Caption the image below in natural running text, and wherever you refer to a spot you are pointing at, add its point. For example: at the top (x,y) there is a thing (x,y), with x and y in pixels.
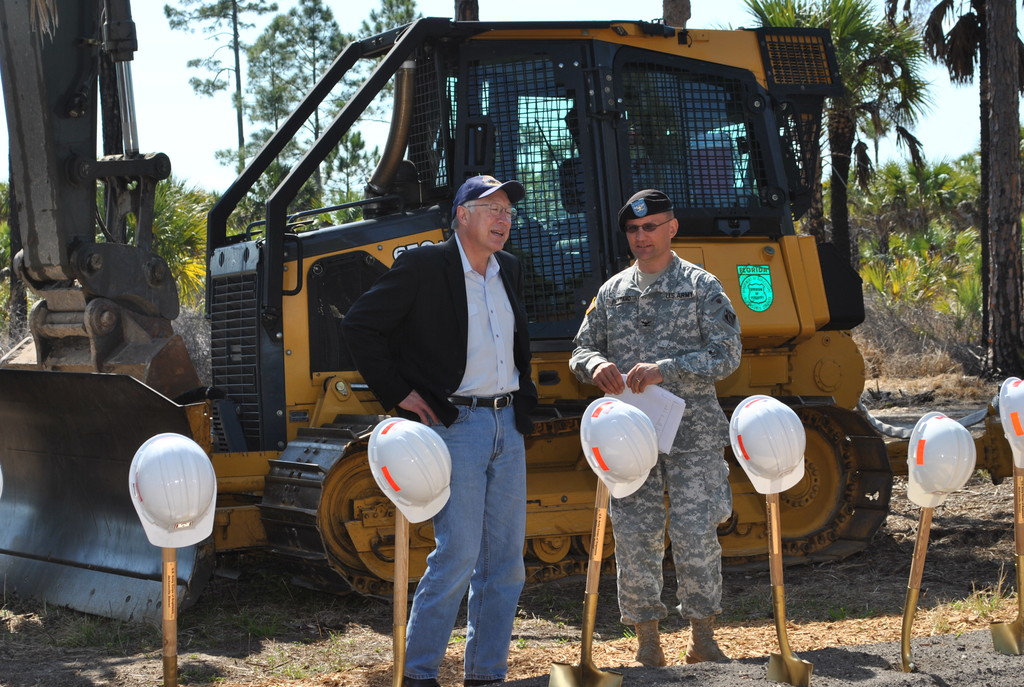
In this picture we can see a few helmets (617,469) on the poles (167,603) from left to right. There is a vehicle (364,544) on the path (293,608). We can see a few plants (944,333) and trees (962,173) in the background (1010,234).
